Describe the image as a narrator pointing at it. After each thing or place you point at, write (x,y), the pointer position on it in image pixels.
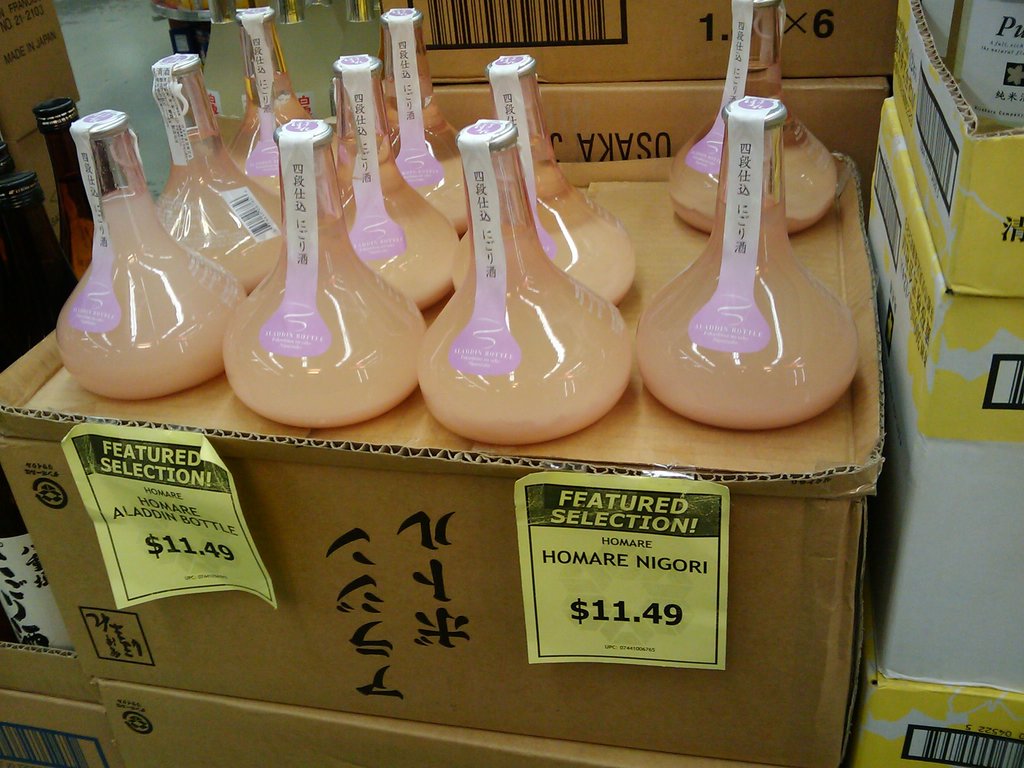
In this image I can see many bottles (501,346). And these bottles (500,306) are on the cardboard (405,526). At the back (486,86) there are many cardboard boxes (864,124).
